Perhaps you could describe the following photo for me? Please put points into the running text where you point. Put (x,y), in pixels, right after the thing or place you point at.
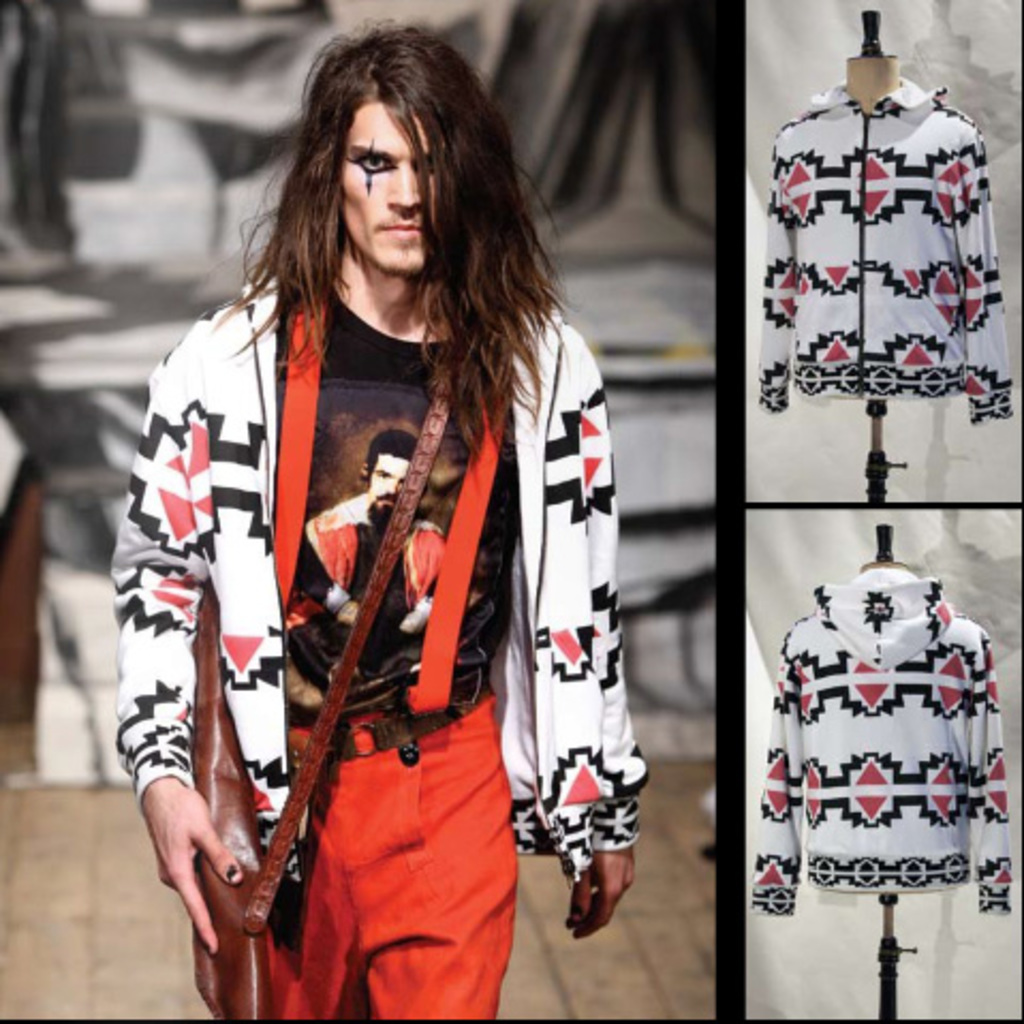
In this image, in the front (564,490) there is a person (398,555) walking and holding an object (271,906) which is brown in colour. On the right side (871,393) there are clothes (824,366). In the background (191,319) there is a wall (133,262).
